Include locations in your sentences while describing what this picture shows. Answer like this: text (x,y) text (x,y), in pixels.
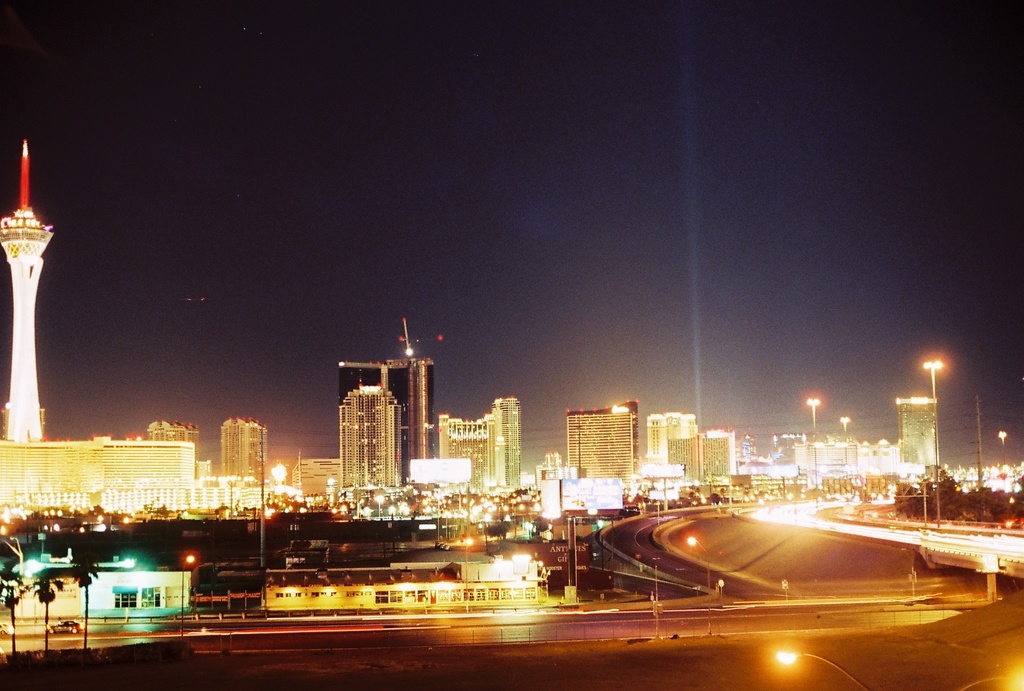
In this image we can see a few buildings (374,476), there are some poles (468,608), lights (366,514), boards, trees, sign boards (592,486) and railing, also we can see a vehicle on the road (816,612), in the background (525,204), we can see the sky (520,197).
